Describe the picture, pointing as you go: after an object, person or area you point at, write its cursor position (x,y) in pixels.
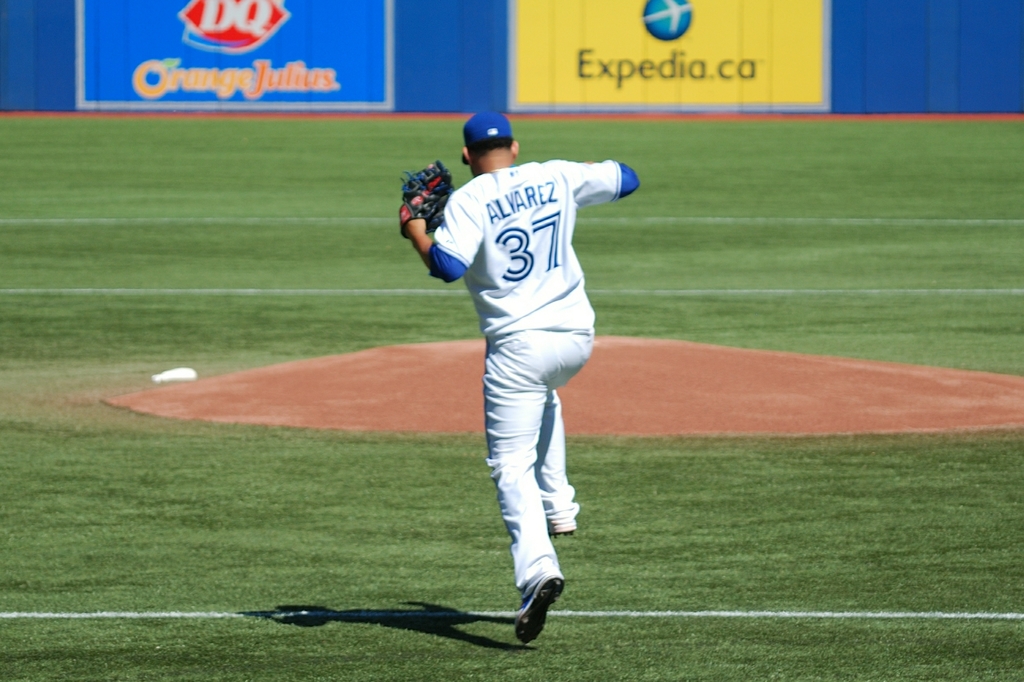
Here we can see a person (555,495) in the air and wearing gloves (444,199) and cap (487,133). Background (1020,436) we can see grass (368,479) with white lines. Top of the image (316,94), we can see banners (536,71).
